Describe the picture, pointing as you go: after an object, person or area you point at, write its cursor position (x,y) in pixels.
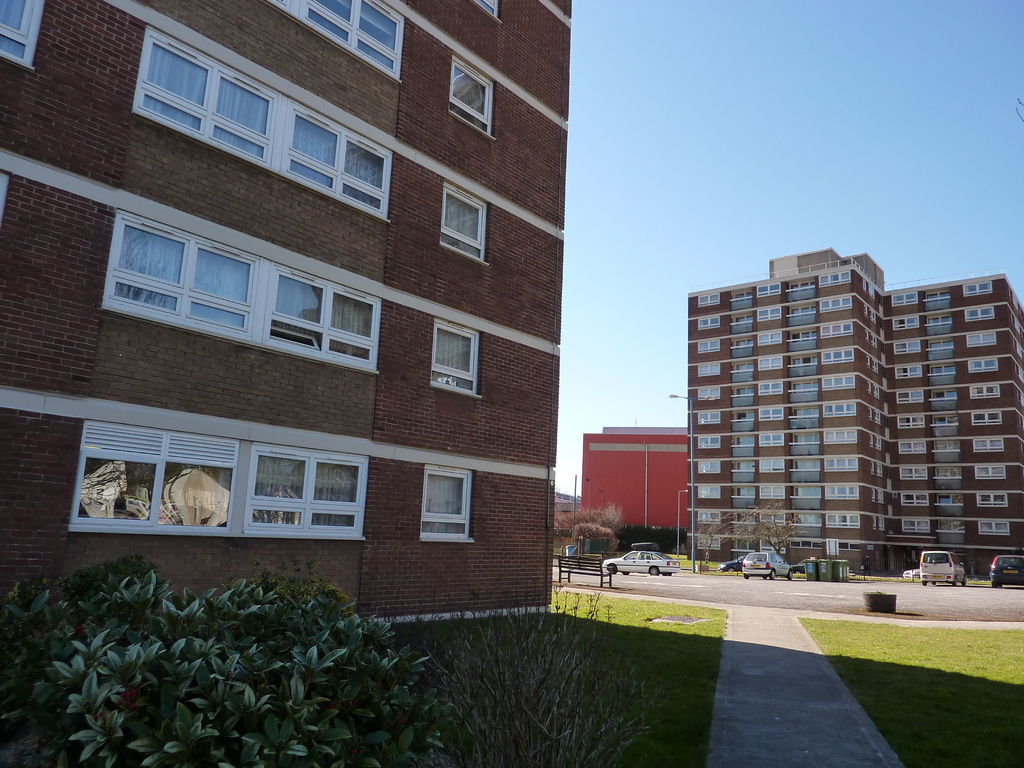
We can see plants (111,712), grass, windows (277,502) and building (317,426). Background (577,573) we can see buildings (682,474), bench (583,562), vehicles (745,569), pole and sky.
